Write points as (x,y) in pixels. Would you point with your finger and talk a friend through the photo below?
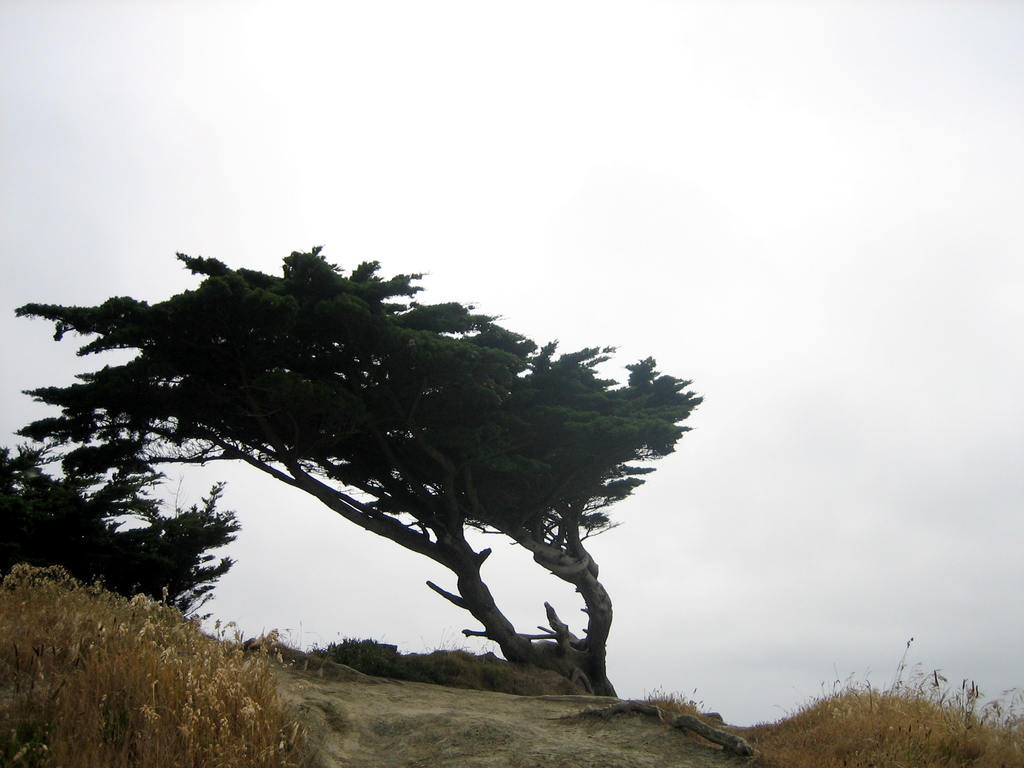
In this picture we can see the ground (378,724), plants (837,704), trees (211,511) and in the background (477,244) we can see the sky (288,138).
